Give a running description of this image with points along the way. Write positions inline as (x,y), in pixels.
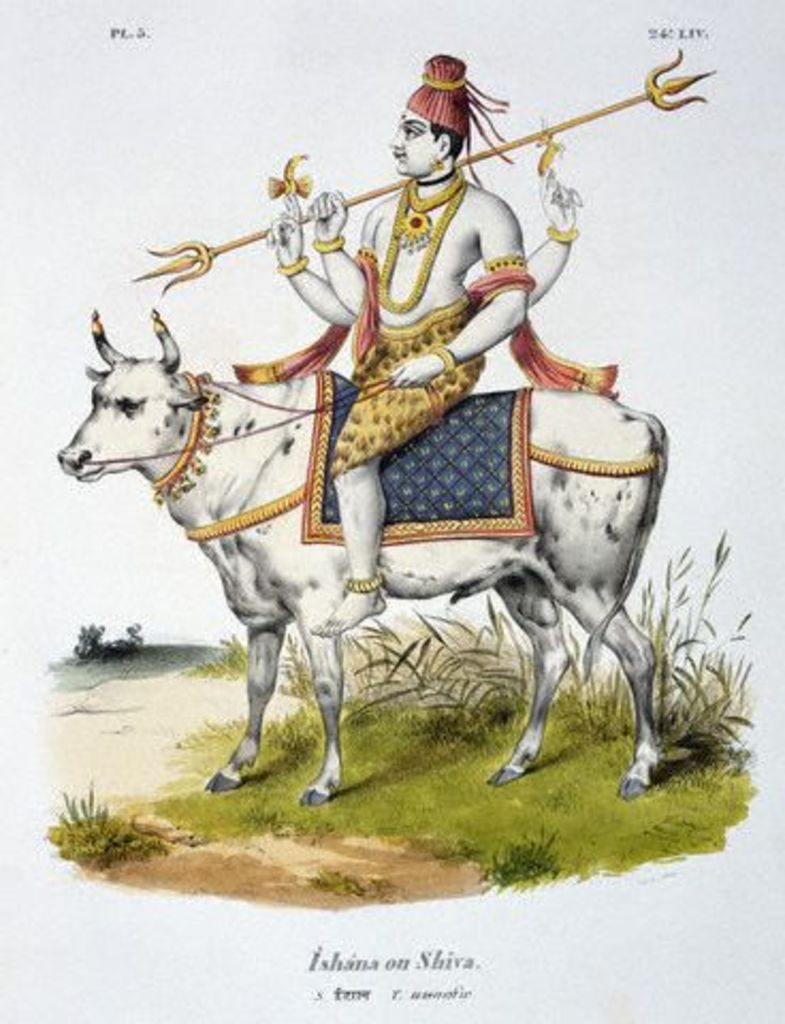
This is a painting. In the center of the image (378,375) we can see a person (372,291) is sitting on a cow (118,436) and holding a trident (575,123). At the bottom of the image (373,790) we can see the grass (434,764), plants (373,642), ground (369,865) and text (337,961).
